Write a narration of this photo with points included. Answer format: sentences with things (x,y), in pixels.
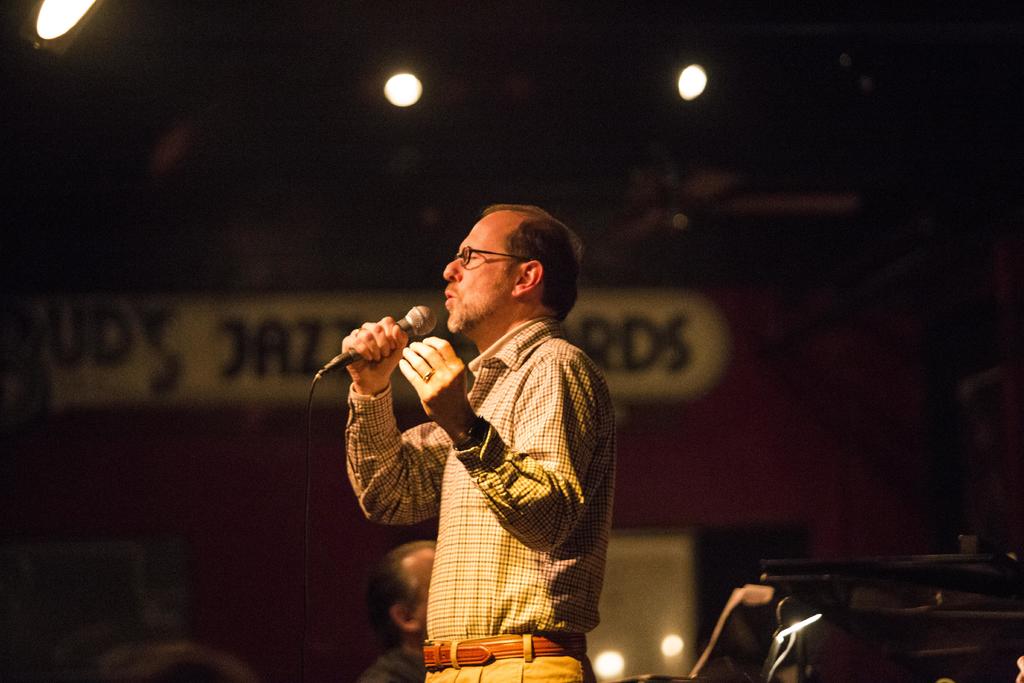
In this picture there is a man (473,461) singing on a mic (423,316). The background (147,539) is so whole dark and over the ceiling (655,87) there are few lights (408,93).
